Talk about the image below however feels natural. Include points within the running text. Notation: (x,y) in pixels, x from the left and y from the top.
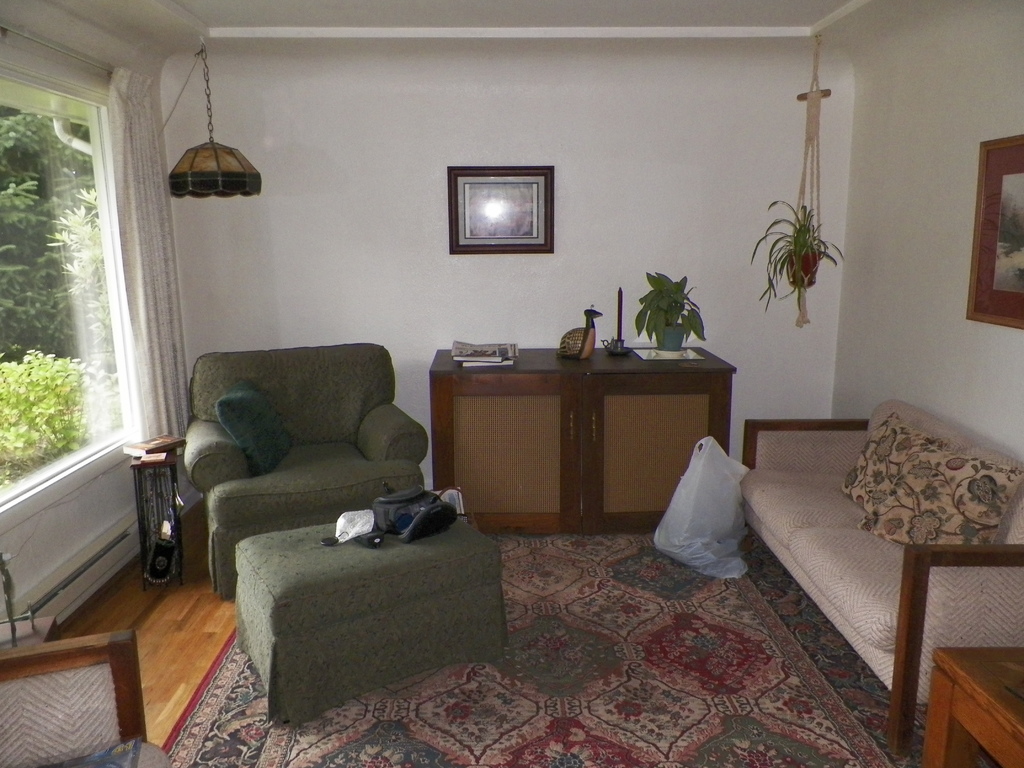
The image is taken in the room (504,417). In the center of the image (505,484) there is a table (600,451) there are books (454,350), decor (620,345) and a plant (659,298) placed on the table (592,435). On the right (780,484) there is a sofa (875,562) and cushions (890,503) placed on the sofa (875,547). On the left (208,411) there is a couch (213,394). In the background (522,228) there are wall frames (511,219) which are attached to the walls (962,279). We can see a window (97,307) and a curtain (133,288).
